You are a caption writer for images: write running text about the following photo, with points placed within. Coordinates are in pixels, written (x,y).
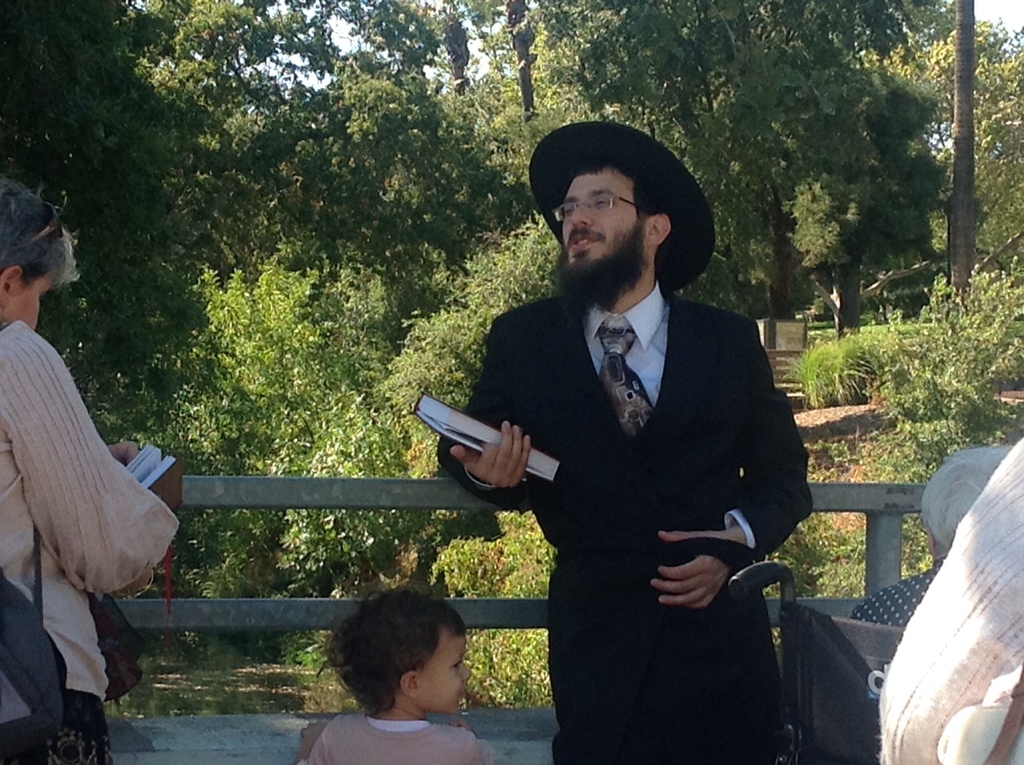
In this image, we can see two persons (60,619) wearing clothes (62,646) and holding books (156,470) with their hands (484,478). There is a kid (446,662) at the bottom of the image (445,648). There is an another (899,585) in the bottom right of the image (882,600) sitting on the wheel chair (854,672). In the background of the image (390,316), we can see some trees (414,313).
